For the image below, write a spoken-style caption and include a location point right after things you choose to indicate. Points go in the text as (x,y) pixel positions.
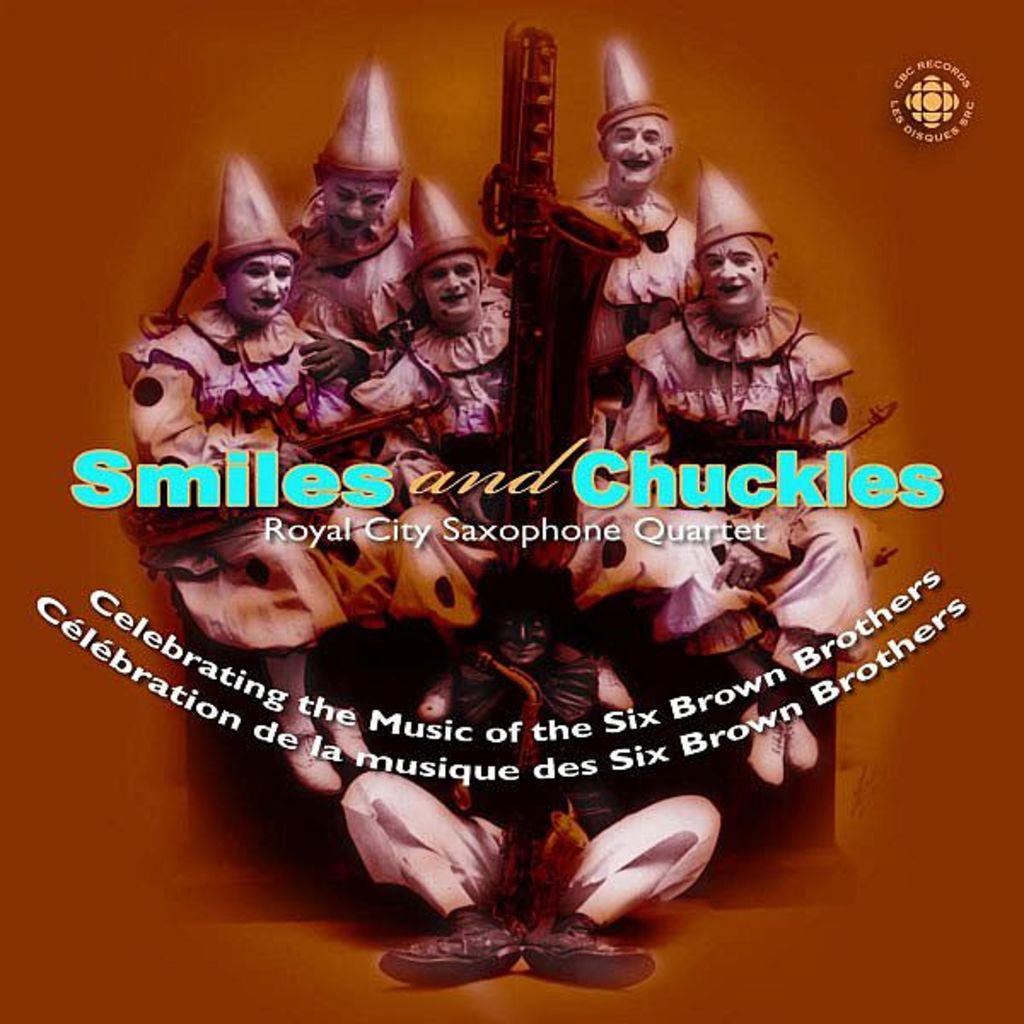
In this image we can see some group of persons (452,514) sitting together wearing different costumes (425,448) and there is some text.
